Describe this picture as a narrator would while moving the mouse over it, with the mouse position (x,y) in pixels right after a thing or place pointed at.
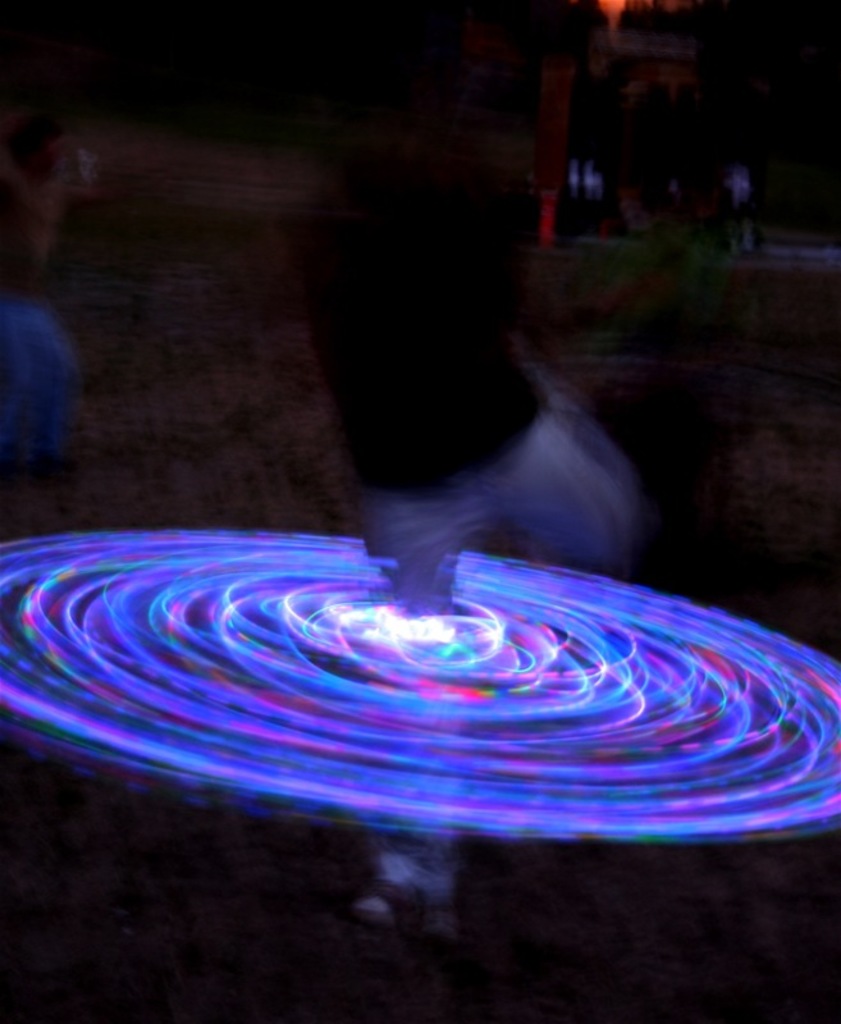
It is a blur image. In the image there is a person (422,563). Around the person's legs (561,538) there are lights (448,711) in round shape.
